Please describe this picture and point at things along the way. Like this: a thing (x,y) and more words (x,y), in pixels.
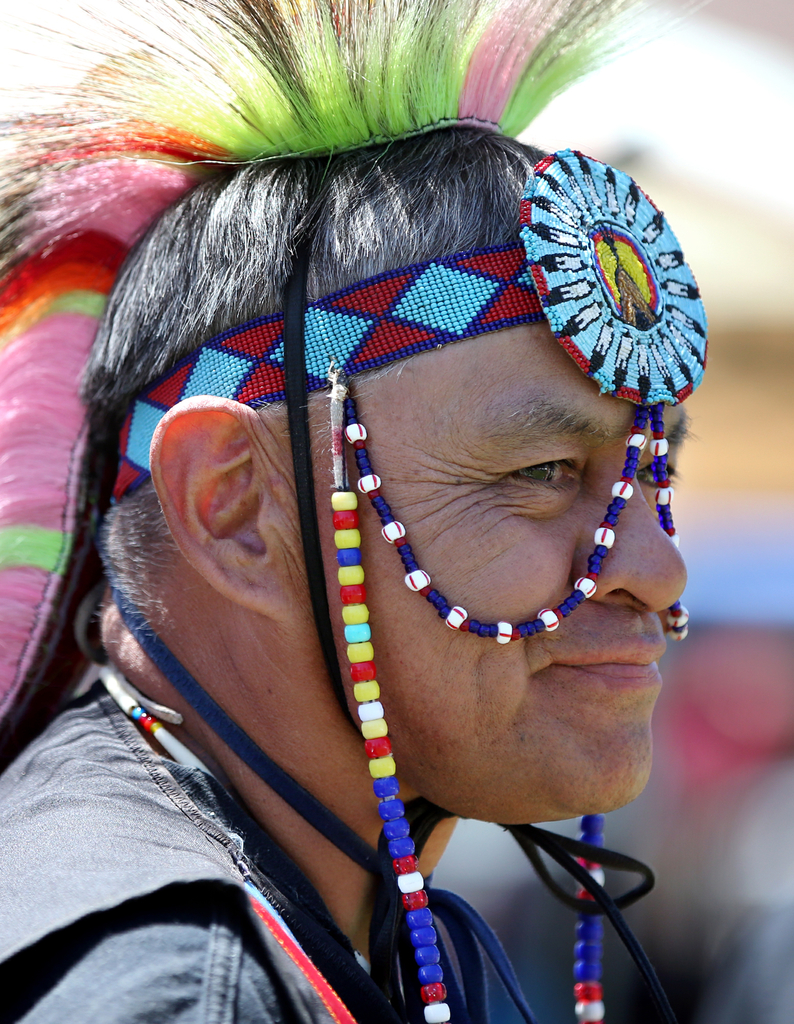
In this image there is a man (243,385) wearing costumes (388,57), in the background (723,414) it is blurred.
